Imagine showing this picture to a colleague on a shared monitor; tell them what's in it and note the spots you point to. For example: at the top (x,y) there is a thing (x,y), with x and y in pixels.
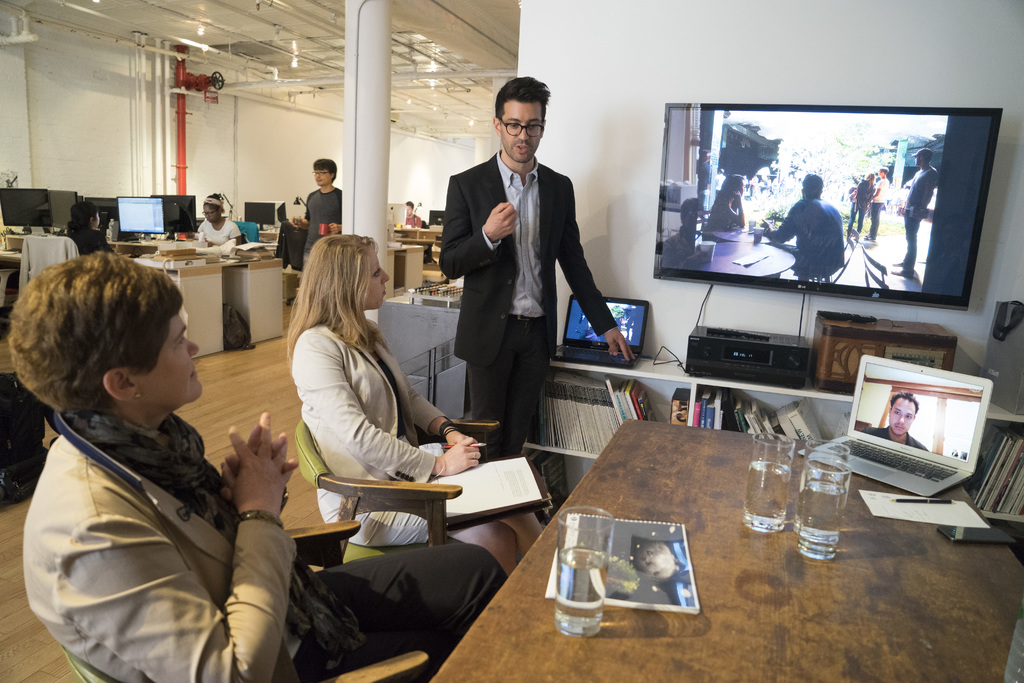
In the picture we can find a man (551,302), two women (219,620), A man (468,258) is standing and two women (233,614) are sitting on the chairs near the table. And a man (475,271) is standing near the television (794,214) and explaining something to the two people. In the background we can find some people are sitting on chairs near the desks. On the ceiling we can find some pipes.
